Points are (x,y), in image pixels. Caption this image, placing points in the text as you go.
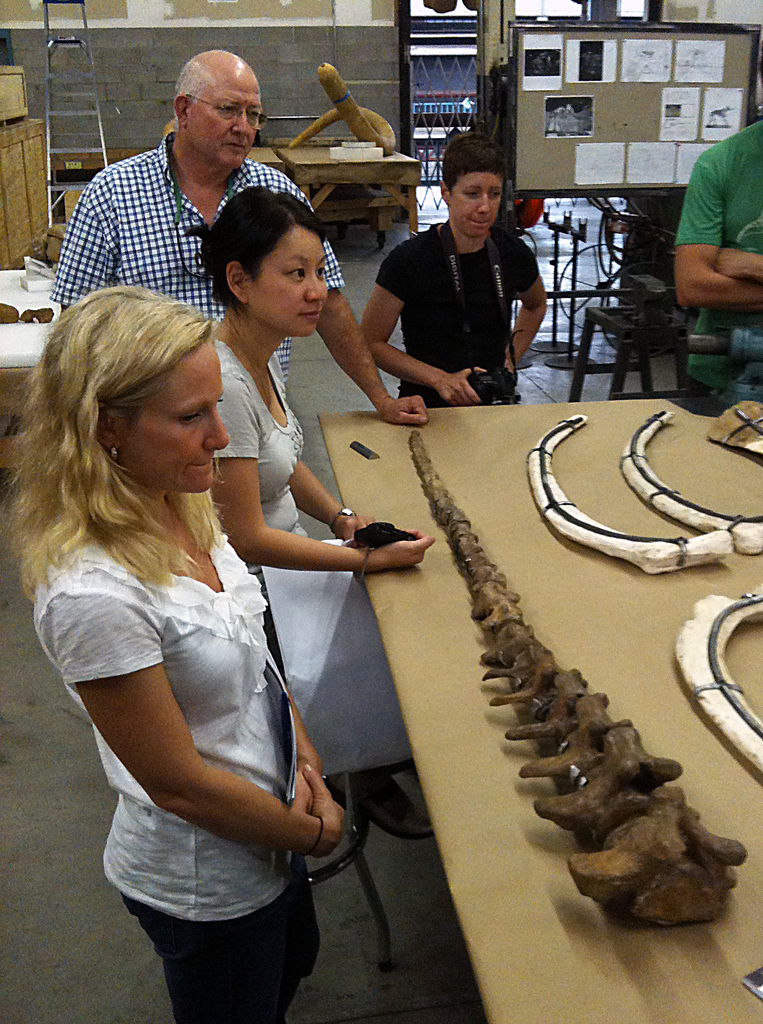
In this image I can see five persons (201,661). There is a table (719,796) and there are some objects (724,551) on it. There is a board (601,128) and there are papers (592,147) attached on the board (595,138). There is a wall (34,57) and there are some other objects (508,55) in the background (428,77).
